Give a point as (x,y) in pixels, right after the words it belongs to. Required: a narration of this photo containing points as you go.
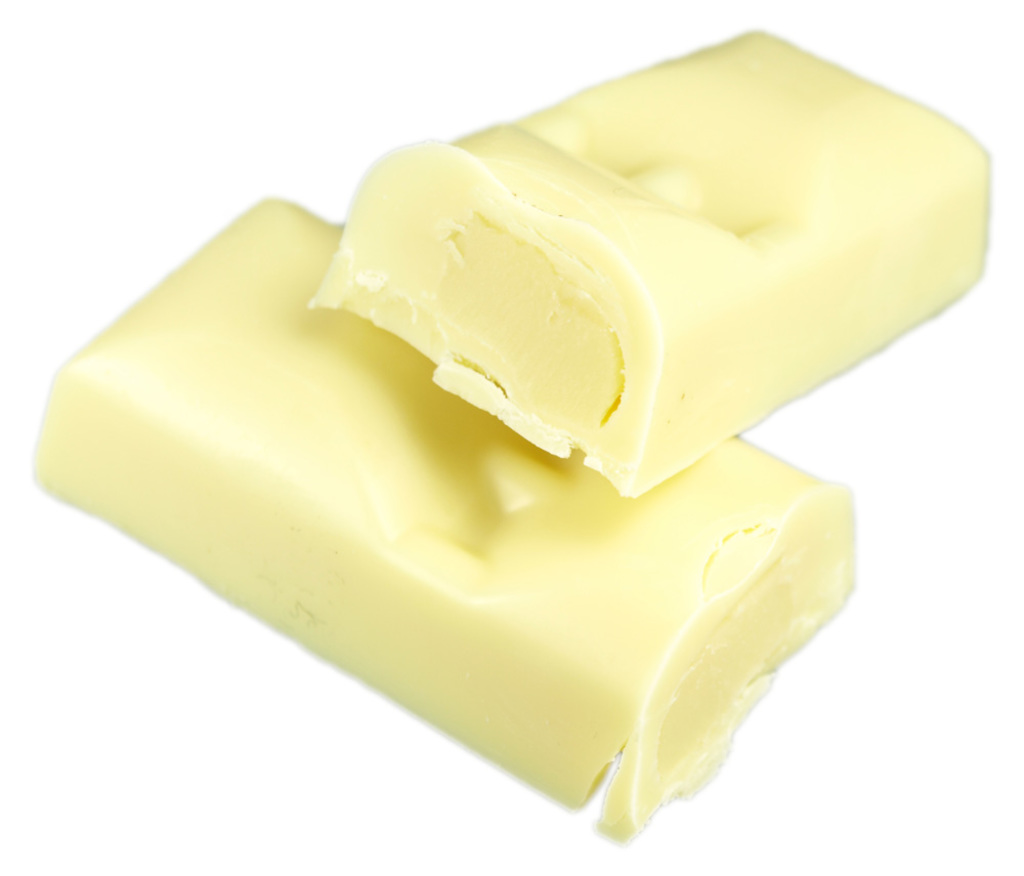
In the picture I can see cream color food item (307,451). The background of the image (280,34) is in white color.
